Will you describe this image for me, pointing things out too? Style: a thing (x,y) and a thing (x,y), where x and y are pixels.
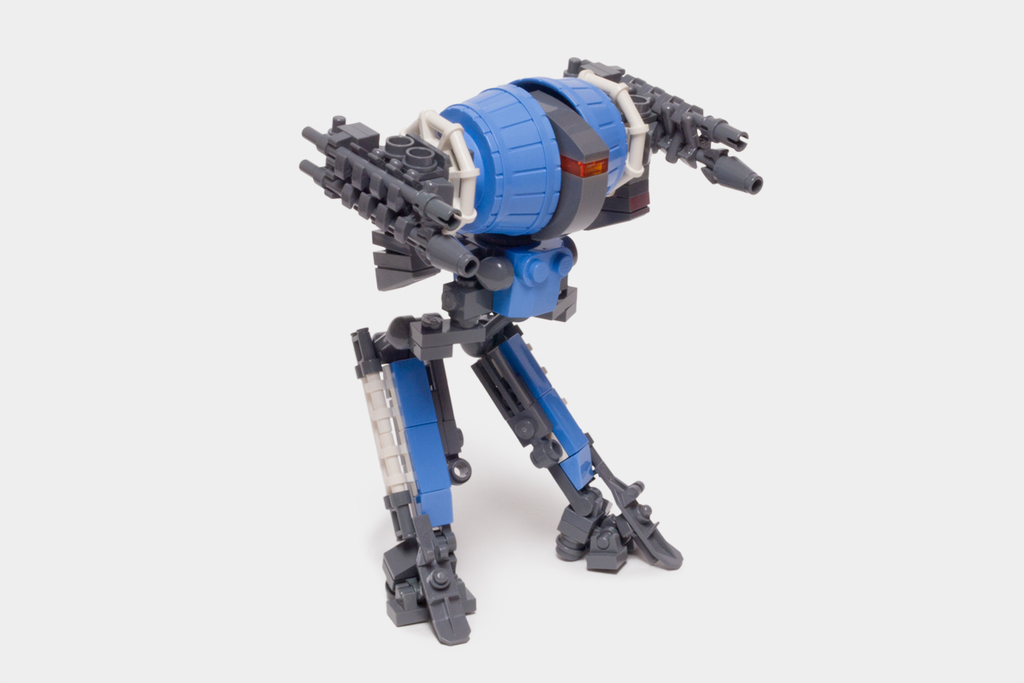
In this image, we can see a Lego toy (577,74) and there is white background (832,508).
